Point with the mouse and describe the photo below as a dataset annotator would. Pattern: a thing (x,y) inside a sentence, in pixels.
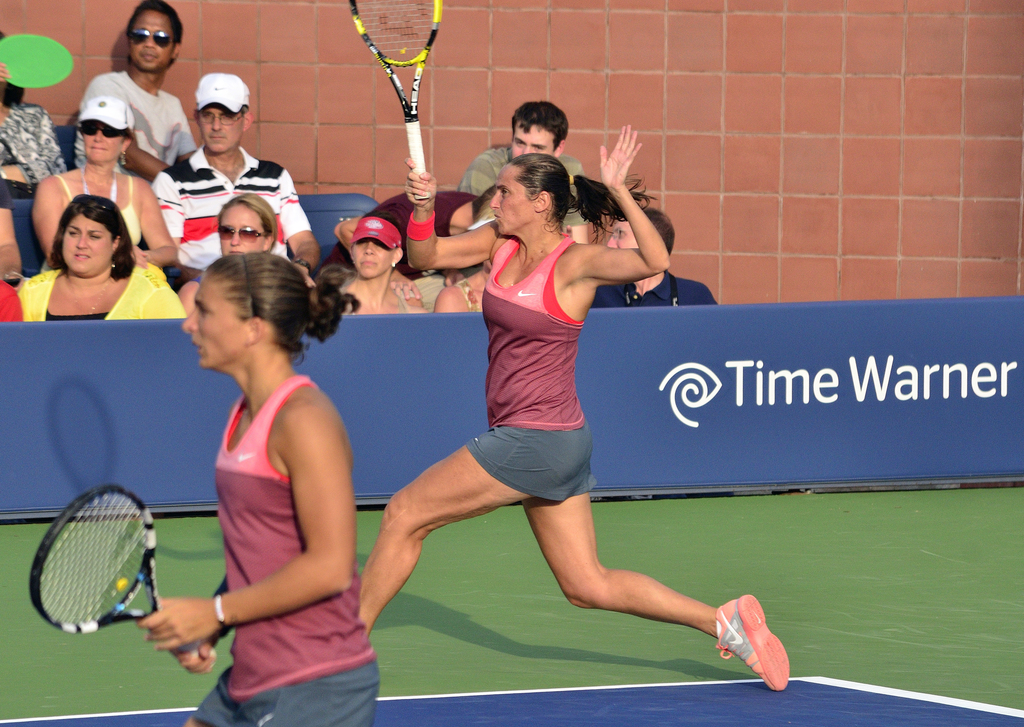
In the middle of the image (522,303) two women (219,452) are standing and holding a tennis racket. Behind them few people (464,191) are sitting and watching. Top right side of the image (733,108) there is a wall (786,70).
